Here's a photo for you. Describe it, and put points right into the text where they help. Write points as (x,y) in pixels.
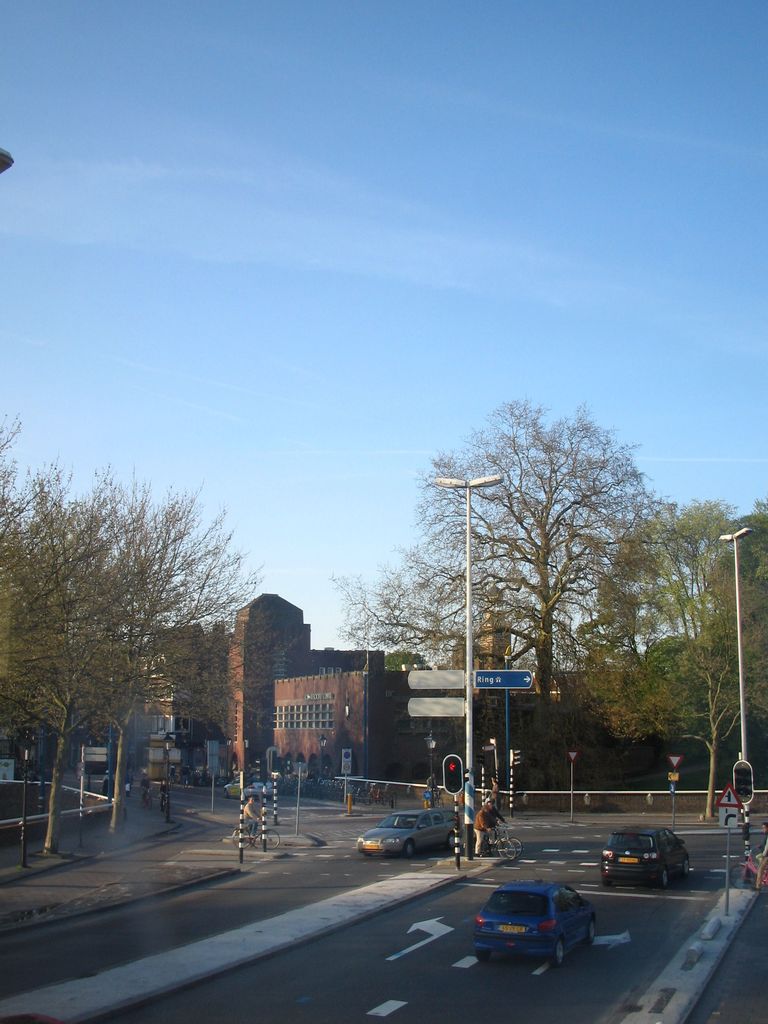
In this image, there are trees (730,602), buildings (244,713), street lights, sign boards (731,827), traffic lights (459,834) and poles (263,831). At the bottom of the image (491,837), I can see fence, few people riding bicycles (501,834) and there are vehicles (397,837) on the road (715,843). In the background (390,313), there is the sky (173,160).
